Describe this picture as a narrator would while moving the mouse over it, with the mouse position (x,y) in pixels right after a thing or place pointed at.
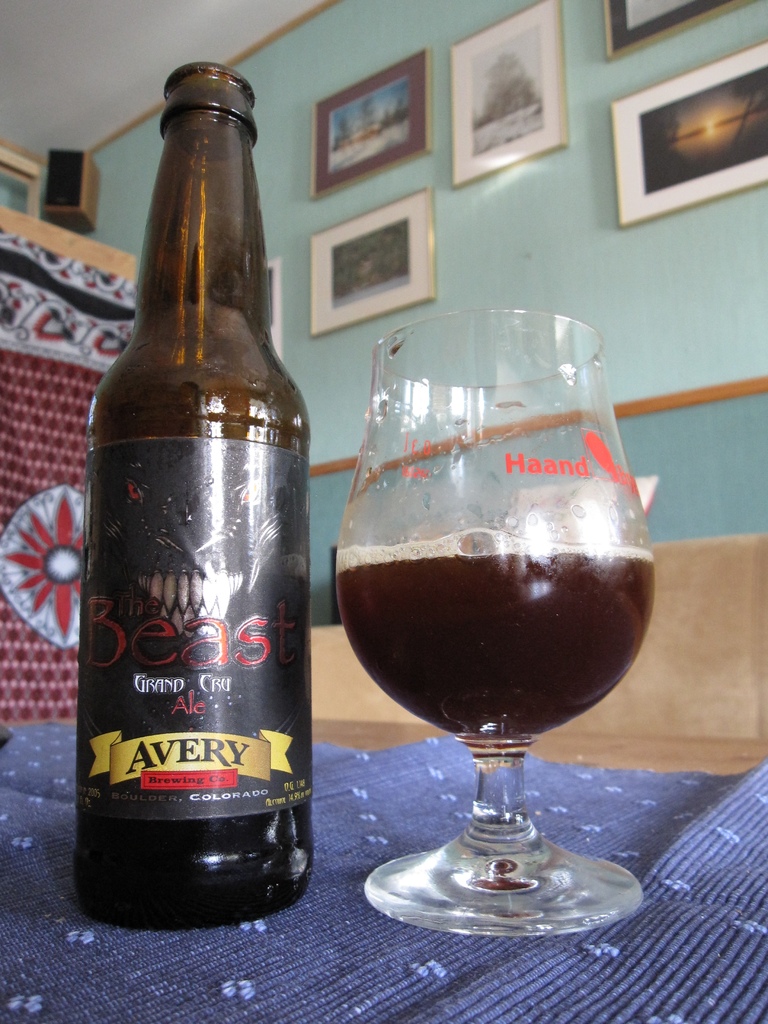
In this picture I can see a wine glass (339,556) and bottle (220,350) on a table (328,861). I can see photo frames (461,157) on the wall (505,249). I can see speaker (81,187) at the top left corner (69,183).
